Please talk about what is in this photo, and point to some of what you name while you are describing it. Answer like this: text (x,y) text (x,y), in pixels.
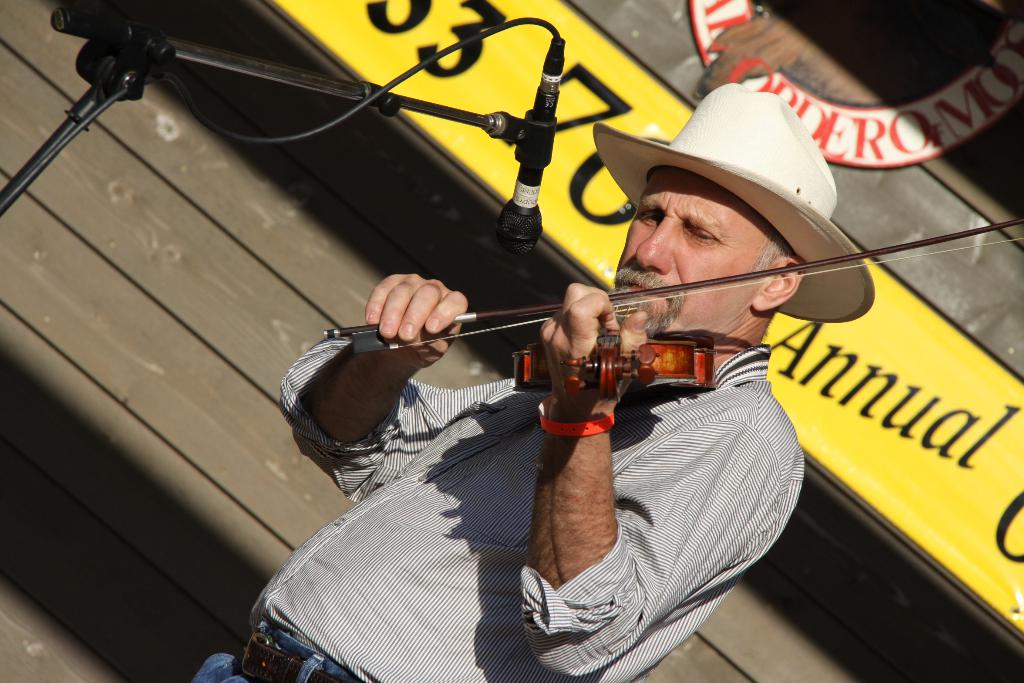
This image consists of a man (574,450) playing a violin (597,370). In front of him, there is a mic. He is wearing a hat (717,128). In the background (94,552), we can see a building (276,373) made up of wood (232,395). And there is a board (847,350) in yellow color.
